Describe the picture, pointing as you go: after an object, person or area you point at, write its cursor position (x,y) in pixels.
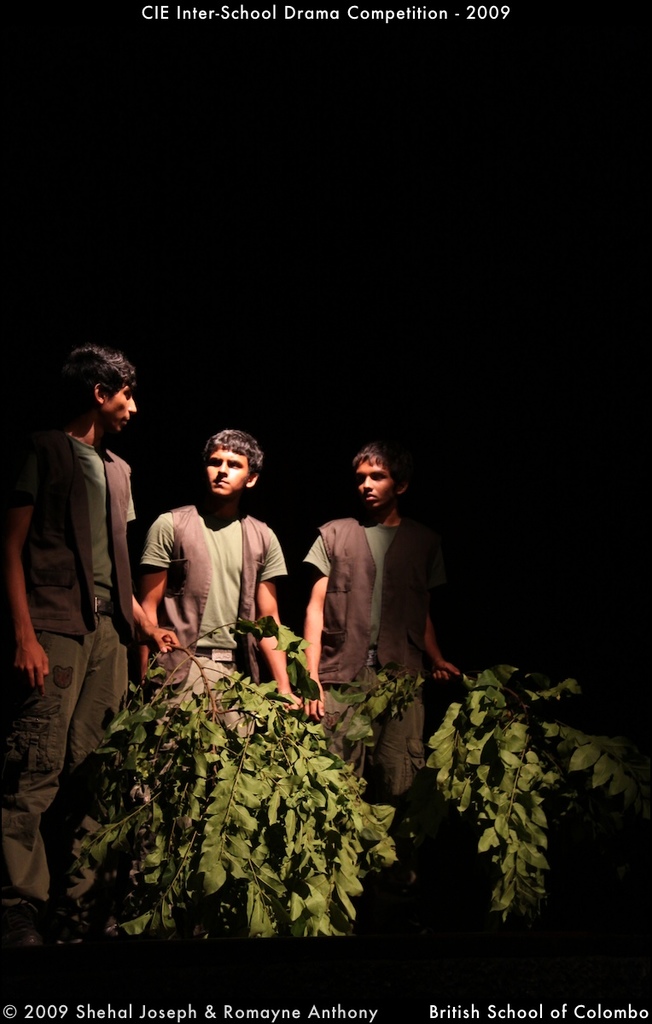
In this image we can see three persons (159,566) wearing dress (110,566) are standing holding the branch (193,659) of a tree (289,808) containing leaves (222,861) on it.
